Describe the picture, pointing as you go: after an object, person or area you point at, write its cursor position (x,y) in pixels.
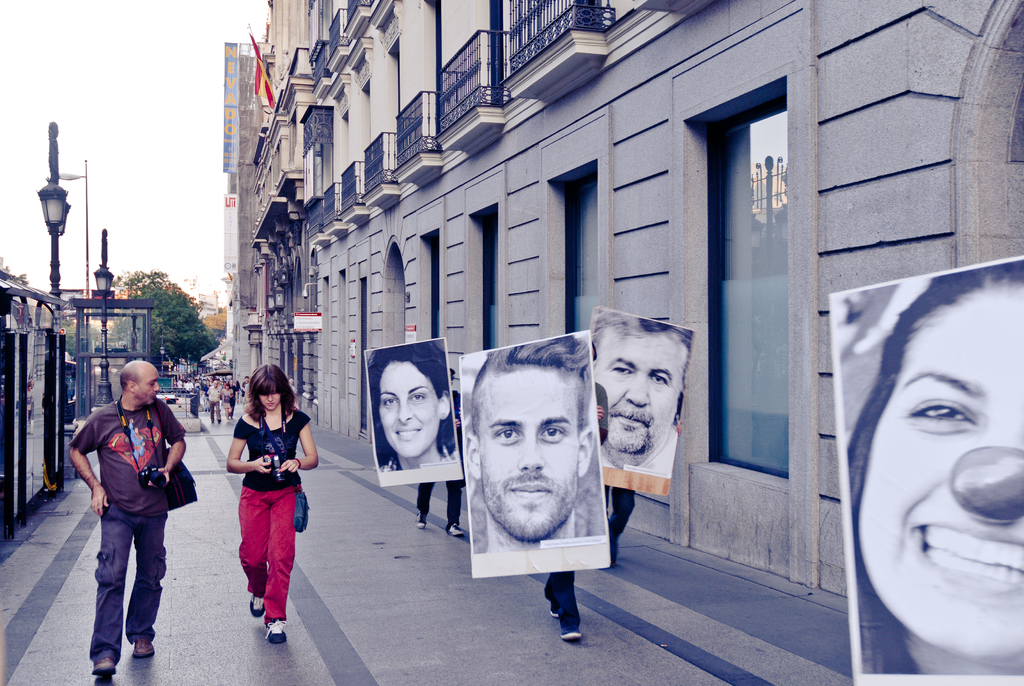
In this image two persons (248,428) holding cameras (147,472) and bags (302,520) are walking. Also there are few people (455,408) holding posters (432,388) are walking. On the posters (545,427) there are images of people (965,490). On the right side (759,135) there is a building (414,196) with windows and balconies (398,132). On the left side (105,236) there are light poles (53,277). In the back (176,328) there are few people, trees (152,320) and sky (163,122).
